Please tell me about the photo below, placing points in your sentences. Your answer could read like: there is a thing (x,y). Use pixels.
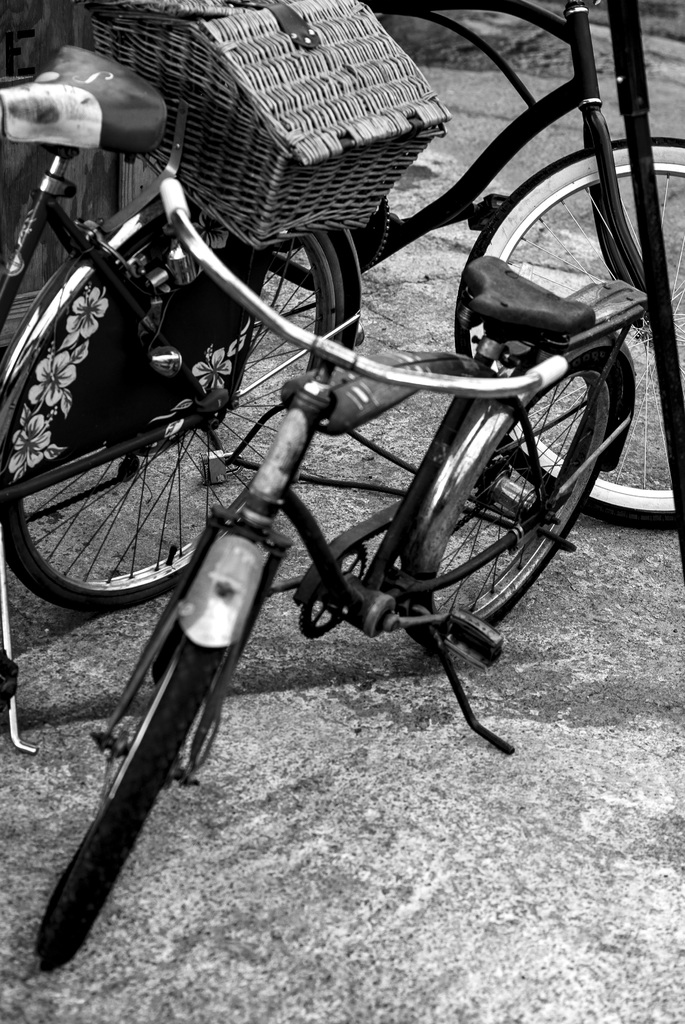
In this image there are few bicycles (245,293) on the road (452,825). A bicycle (213,235) is having a basket (262,99) on it.
